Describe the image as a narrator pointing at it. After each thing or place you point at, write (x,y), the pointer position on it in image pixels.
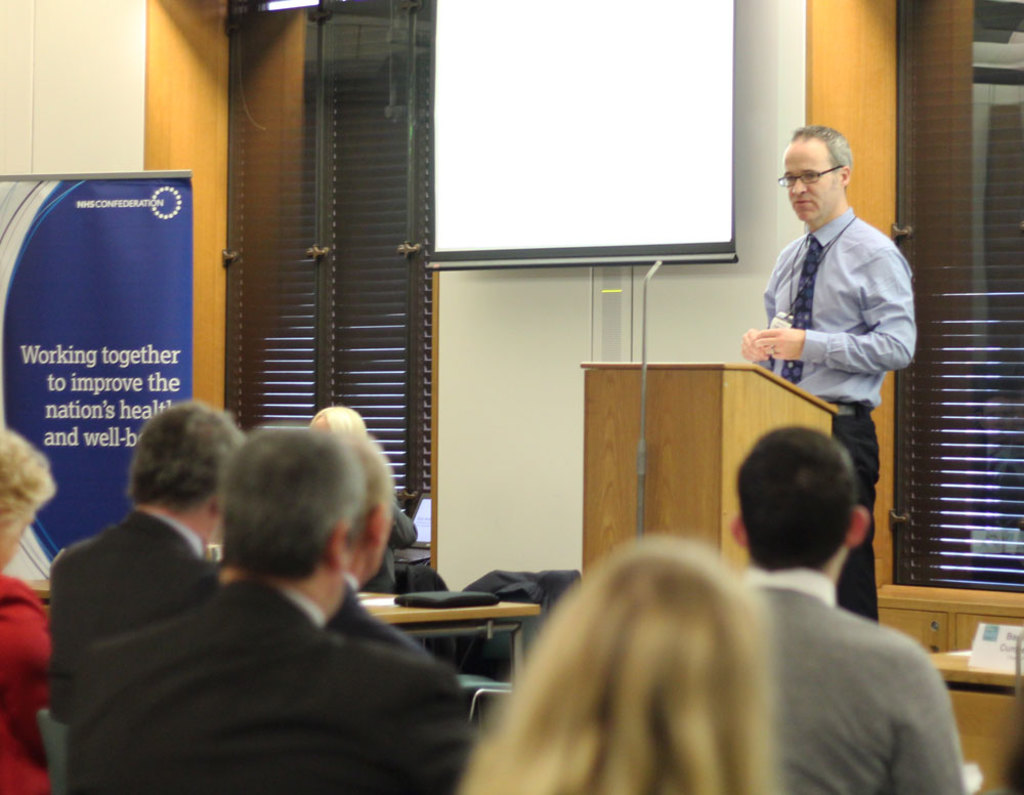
In this picture we can see a board (589,141) and door (921,393). We can see a man (810,348) is standing near to a podium (720,388), he wore spectacles (794,180). We can see people (61,564) sitting on the chairs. On the left side (186,193) we can see a banner (174,197).
